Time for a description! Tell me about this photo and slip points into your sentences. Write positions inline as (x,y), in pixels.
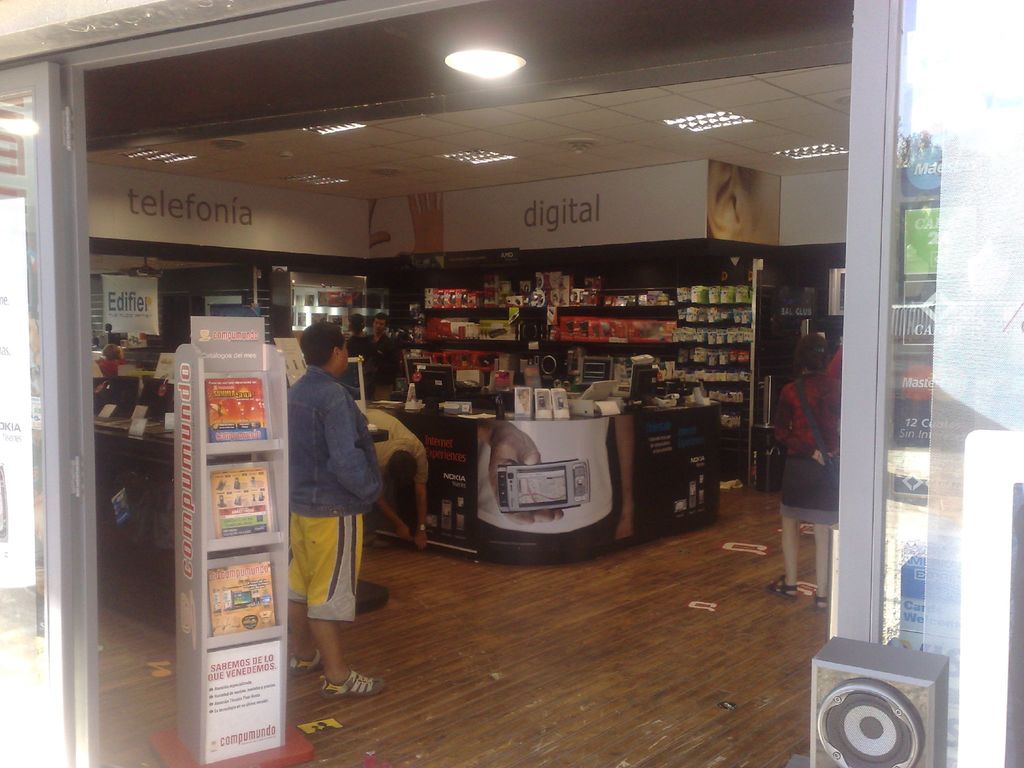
A picture inside of a store (687,434). On top (473,65) there is a light (490,66) attached to ceiling (563,21). These persons (376,350) are standing. These racks (272,356) are filled with radio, books (224,599) and things (619,378). On this poster (522,529) we can able to see a camera (550,474). Front there is a speaker (854,719).
